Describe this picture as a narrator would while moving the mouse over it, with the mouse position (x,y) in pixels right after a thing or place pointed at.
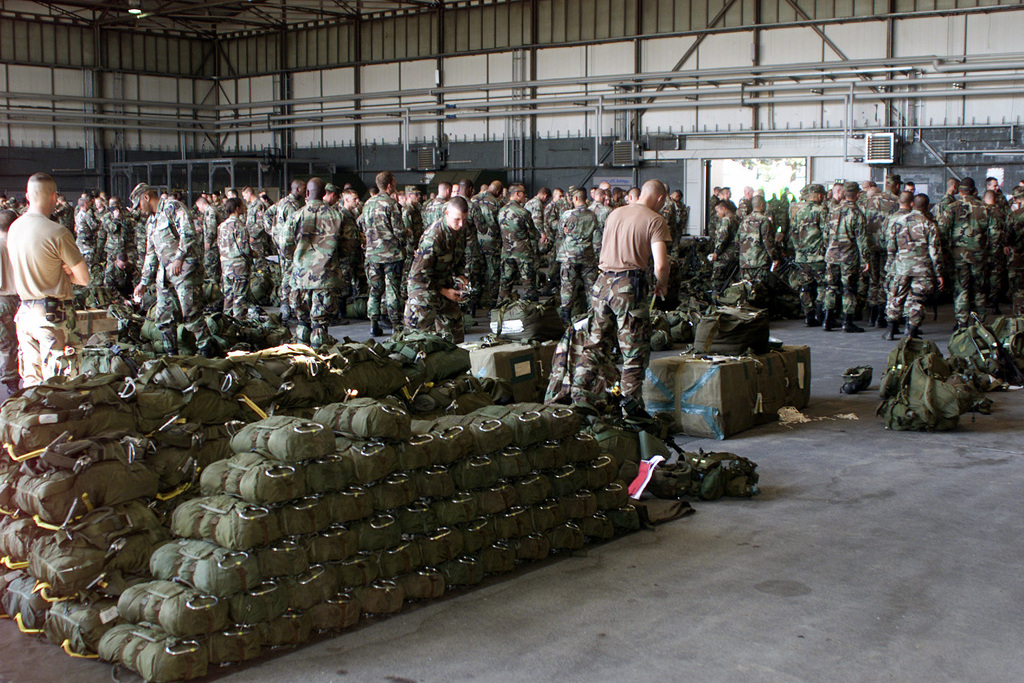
This picture is clicked inside the hall (201,466). In the foreground (364,491) we can see the bags (472,446) and many other objects (522,370) are placed on the ground (689,556) and we can see the group of people (360,211) wearing uniforms (491,205) and we can see the group of people (581,258) seems to be standing on the ground (838,388). In the background (405,92) we can see the wall (499,94), metal rods (206,30), roof (204,24), light (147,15) and many other objects (884,144).
